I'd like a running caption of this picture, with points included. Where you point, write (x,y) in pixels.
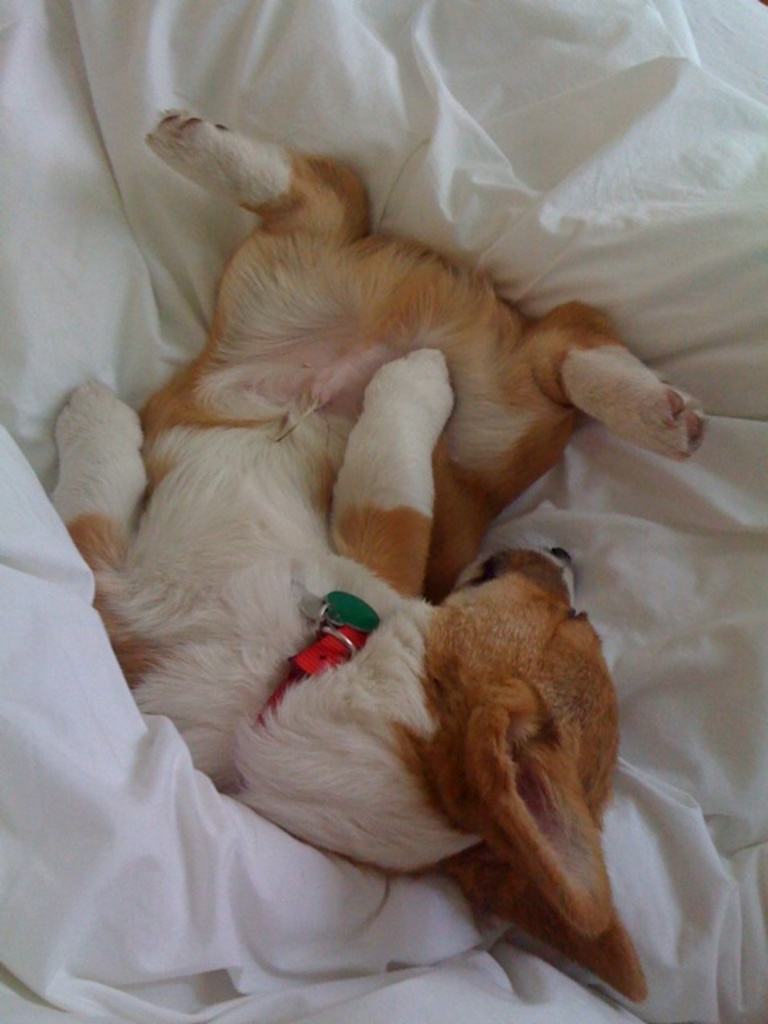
There is a brown and white puppy (298,565) on a white bed sheet (745,228).
